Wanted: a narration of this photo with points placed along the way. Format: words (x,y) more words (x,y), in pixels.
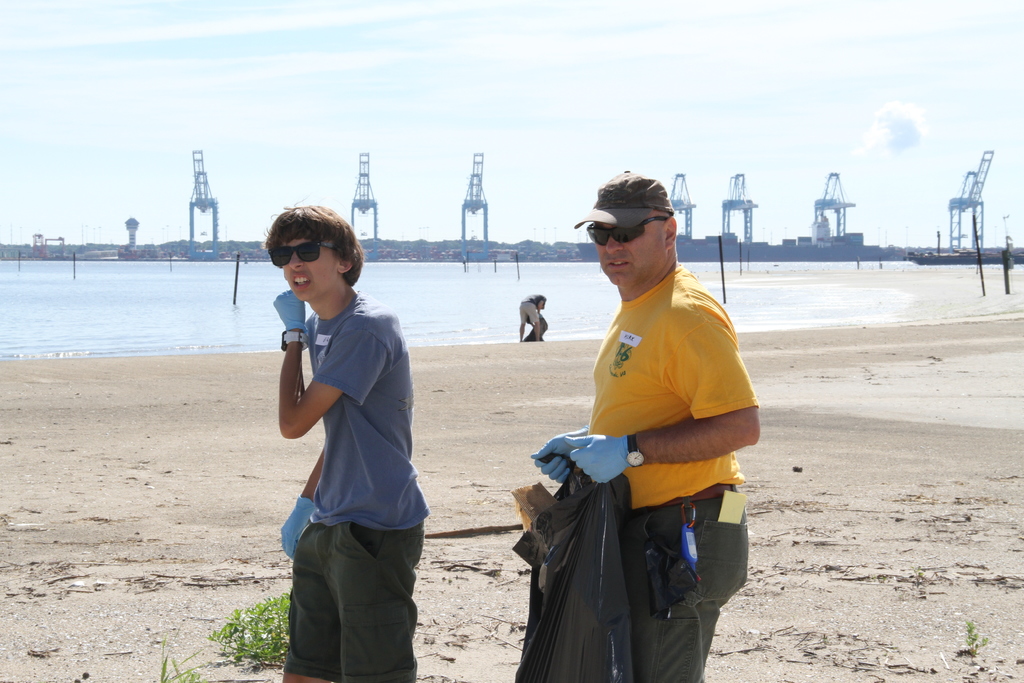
This image consists of three persons (633,401). In the front (455,486), the two men (289,524) are walking. At the bottom (900,590), there is sand (751,585). In the background (226,278), there is water (606,277) along with the towers (966,198). At the top (427,74), there are clouds (323,70) in the sky (231,61).
